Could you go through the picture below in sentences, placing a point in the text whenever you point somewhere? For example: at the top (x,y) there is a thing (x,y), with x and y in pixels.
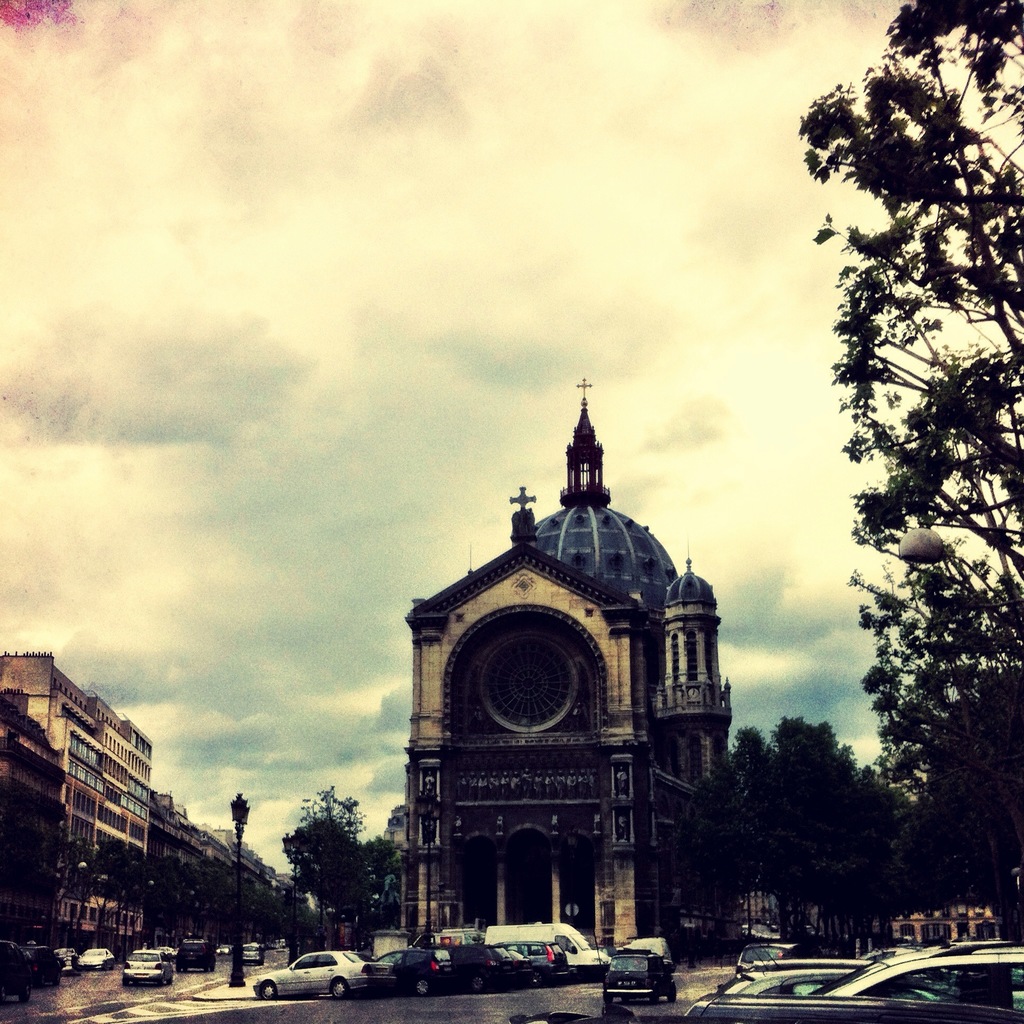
In this picture we can see cars (180,961) on the road (240,1004), buildings (600,882), trees (11,822), pole (240,858) and in the background (584,261) we can see the sky (596,365) with clouds (325,274).
